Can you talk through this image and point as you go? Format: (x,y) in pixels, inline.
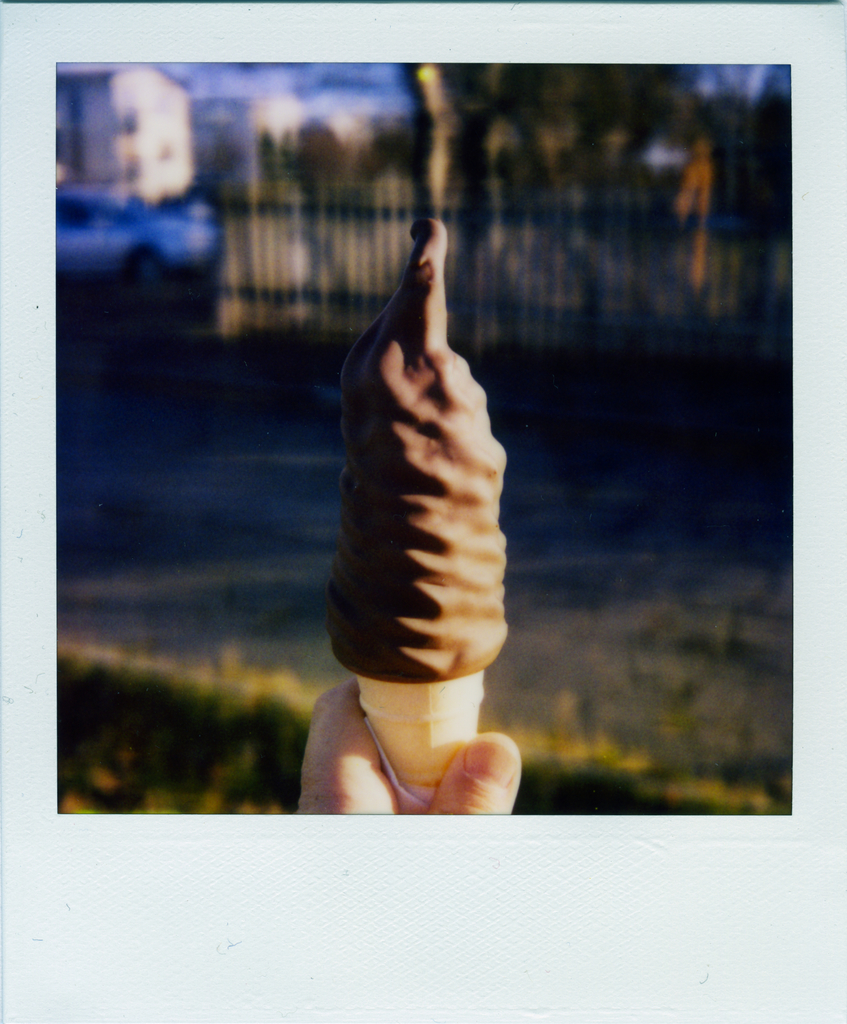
In this picture there is an ice cream (350,511) in the center of the image (435,426) in a hand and there are houses (248,110), trees (270,159), a boundary (254,247) and a vehicle (190,229) in the background area of the image (372,242).
